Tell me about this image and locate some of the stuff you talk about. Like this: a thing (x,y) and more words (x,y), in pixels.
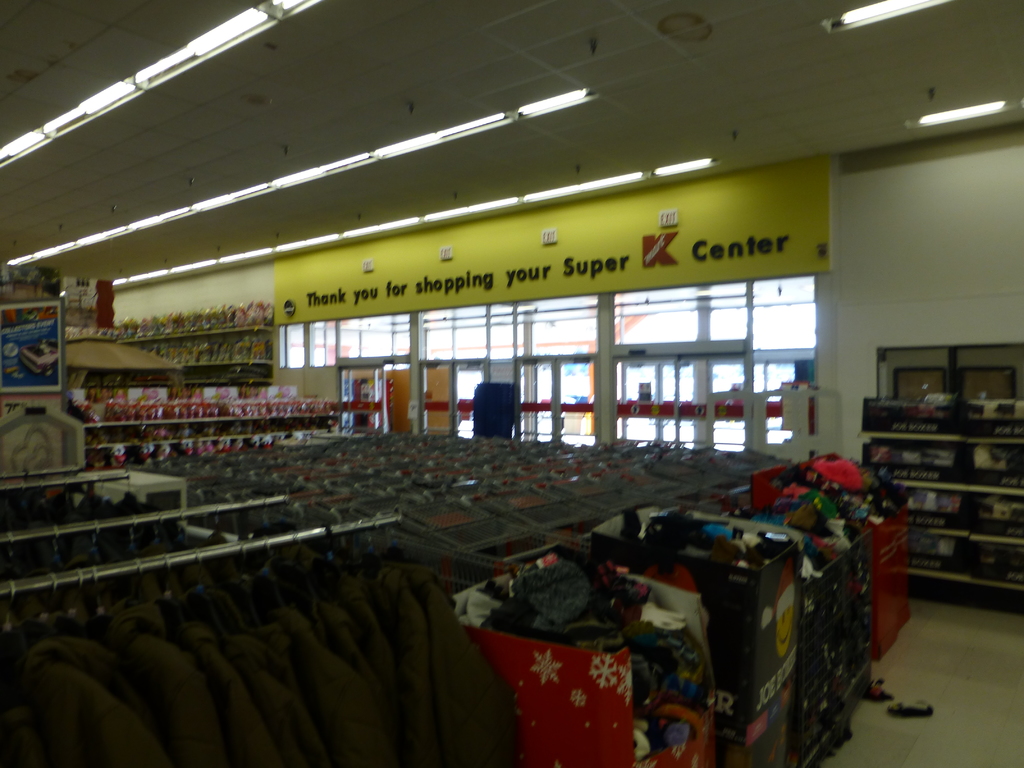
In this image, I can see the clothes (309,682) hanging to the hangers (332,573), wheel carts (467,446) and objects (232,415) in the racks (224,365). I can see the glass doors (349,371) and a name board (334,286). At the top of the image (97,105), there are lights (80,114) attached to the ceiling (412,47).
